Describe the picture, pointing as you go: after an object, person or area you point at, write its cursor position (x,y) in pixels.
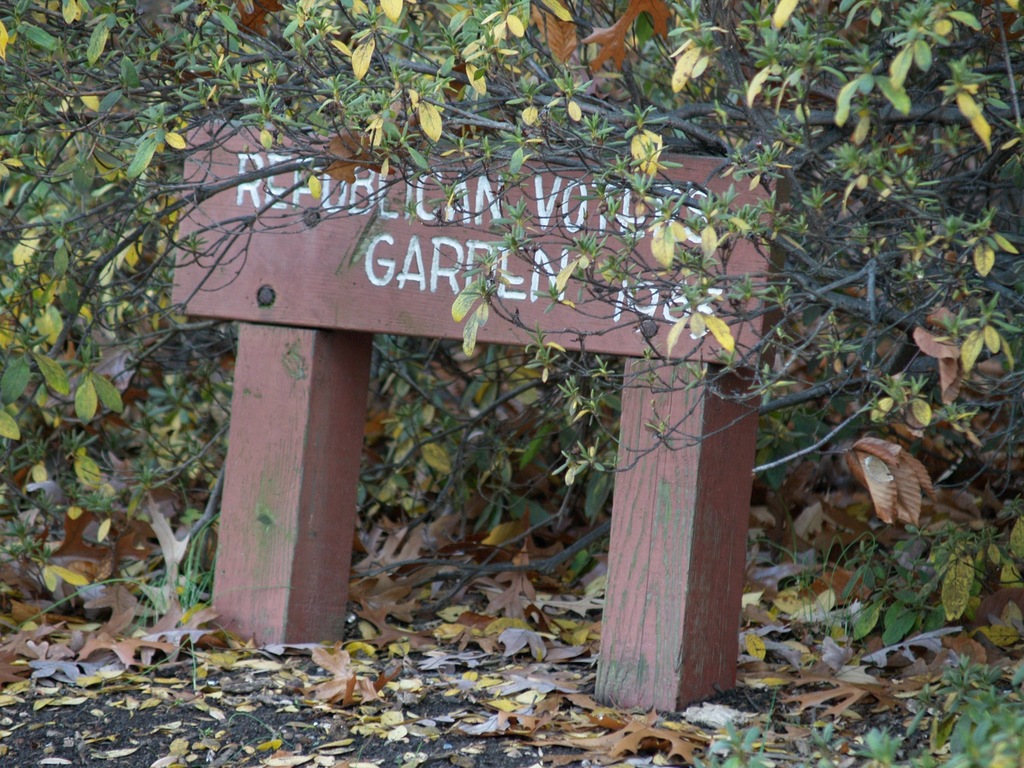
This picture shows trees (579,354) and a board (375,314) with some text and we see leaves (343,705) on the ground (873,659).
